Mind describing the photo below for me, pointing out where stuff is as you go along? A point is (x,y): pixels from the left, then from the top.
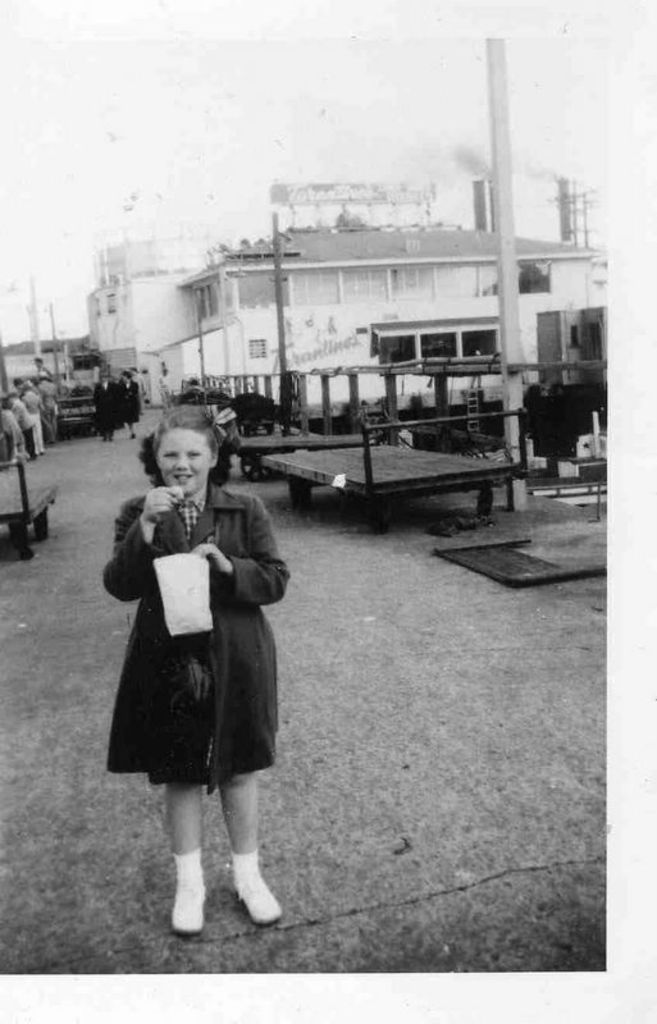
This is a black and white image and here we can see a girl (248,552) wearing uniform (188,663) and holding a packet (191,573) and a food item (178,494). In the background (388,206), there are buildings (379,313) and we can see some other people (105,392) and some stands (458,469). At the top (331,119), there is sky (365,112) and at the bottom (407,742), there is a road (364,827).
